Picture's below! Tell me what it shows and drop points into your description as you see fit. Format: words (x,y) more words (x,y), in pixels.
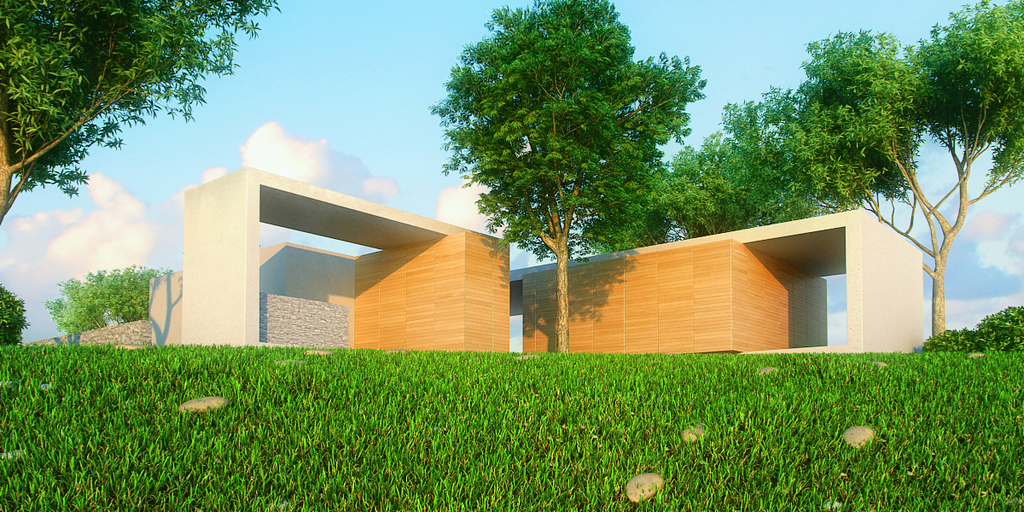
In the picture I can see a building (487,295), trees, the grass (372,399) and a wall (281,336). In the background (366,63) I can see the sky (194,167).
